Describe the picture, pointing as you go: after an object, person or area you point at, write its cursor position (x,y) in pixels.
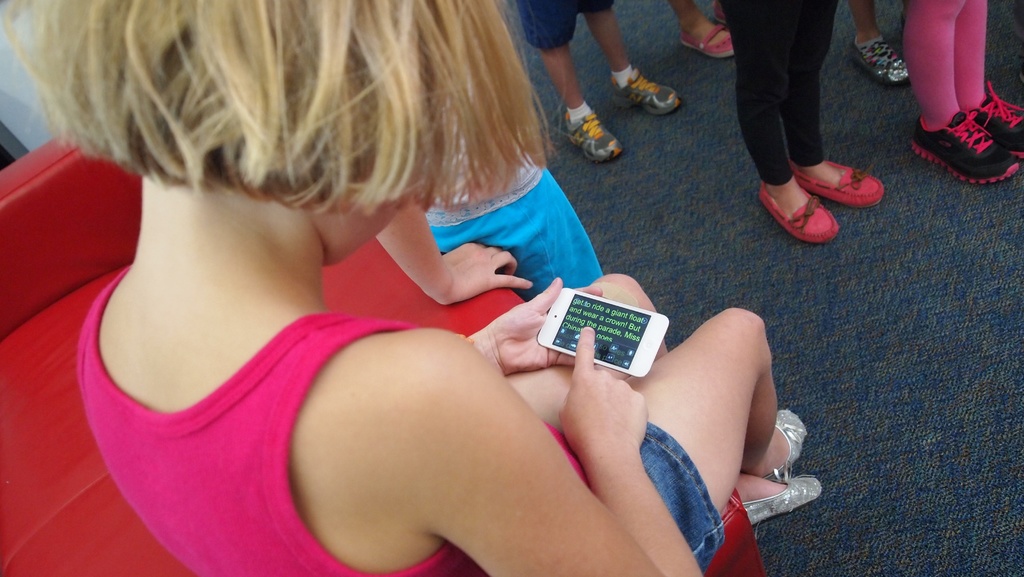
In this image there are group of people (466,273), there is a girl (216,403) sitting on the chair (8,466) and holding the phone (641,329).
